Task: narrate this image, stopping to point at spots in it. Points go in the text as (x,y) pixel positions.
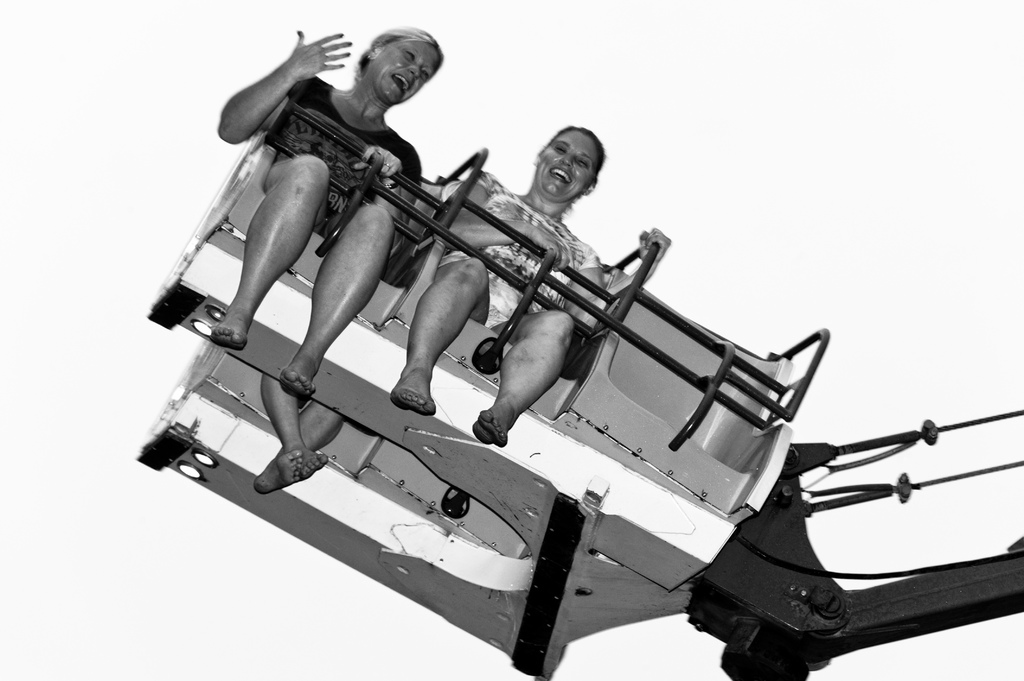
This is a black and white image. In the center of the image (366,244) we can see women (387,242) on a ride (486,345). In the background (65,589) there is a sky (44,95).
